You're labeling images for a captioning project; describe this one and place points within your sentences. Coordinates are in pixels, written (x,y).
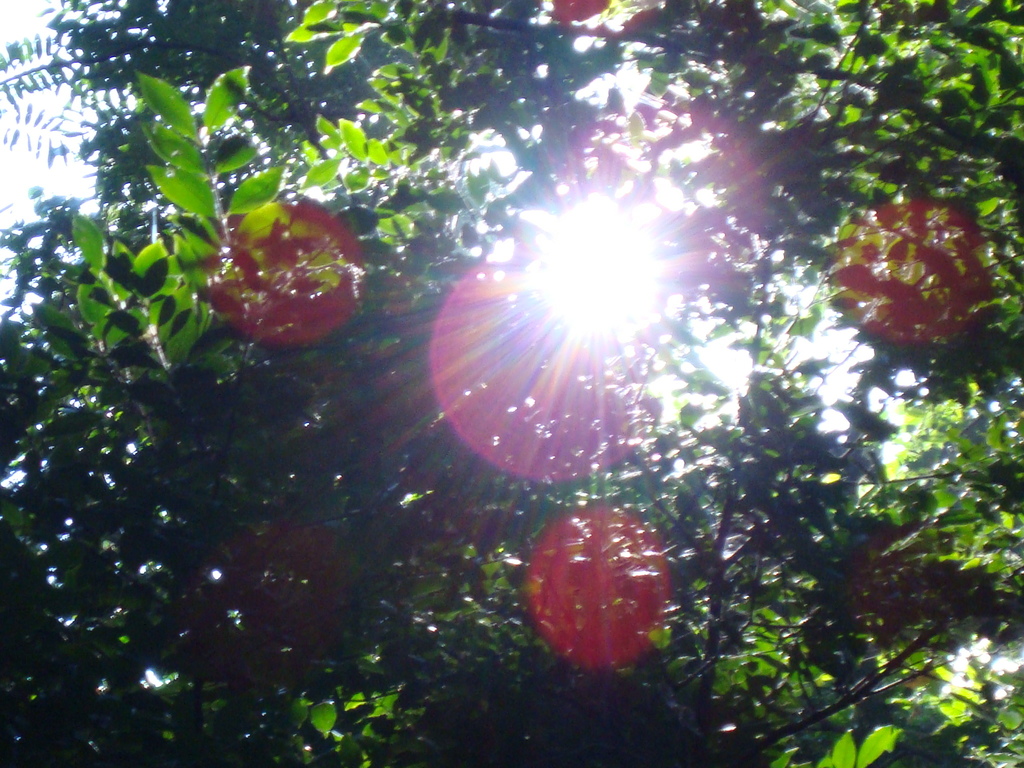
Here we can see a tree (739,522) and sunlight (570,293).
